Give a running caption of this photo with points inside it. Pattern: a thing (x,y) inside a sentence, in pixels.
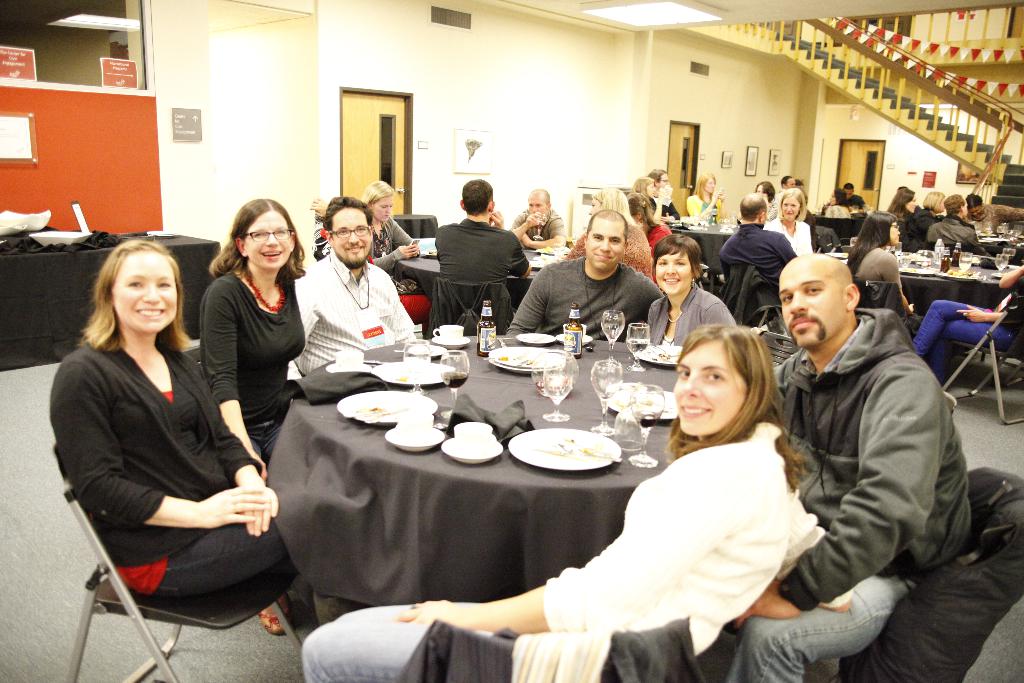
In this image, we can see a group of people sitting on the chair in front of the table (606,488). On the table (541,485), we can see a black colored cloth (484,488), plate (555,458), spoon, glasses (621,420), bottles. On the left side (33,273), we can also see another table (101,254), on that table (51,243), we can see a black colored cloth (91,238), bowl (76,240). On the left side (83,139), we can see a red color wall (149,154) and a photo frame (10,141) which is attached to a wall (108,130). On the left side (114,62), we can also see two boards (103,80) with some text (110,83) written on it. On the right side (954,146), we can see a staircase (953,123). In the background (369,169), we can see doors (378,148) which are closed and a photo frames (774,162) which are attached to a wall (788,165). At the top (587,11), we can see a roof (596,5) with few lights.
